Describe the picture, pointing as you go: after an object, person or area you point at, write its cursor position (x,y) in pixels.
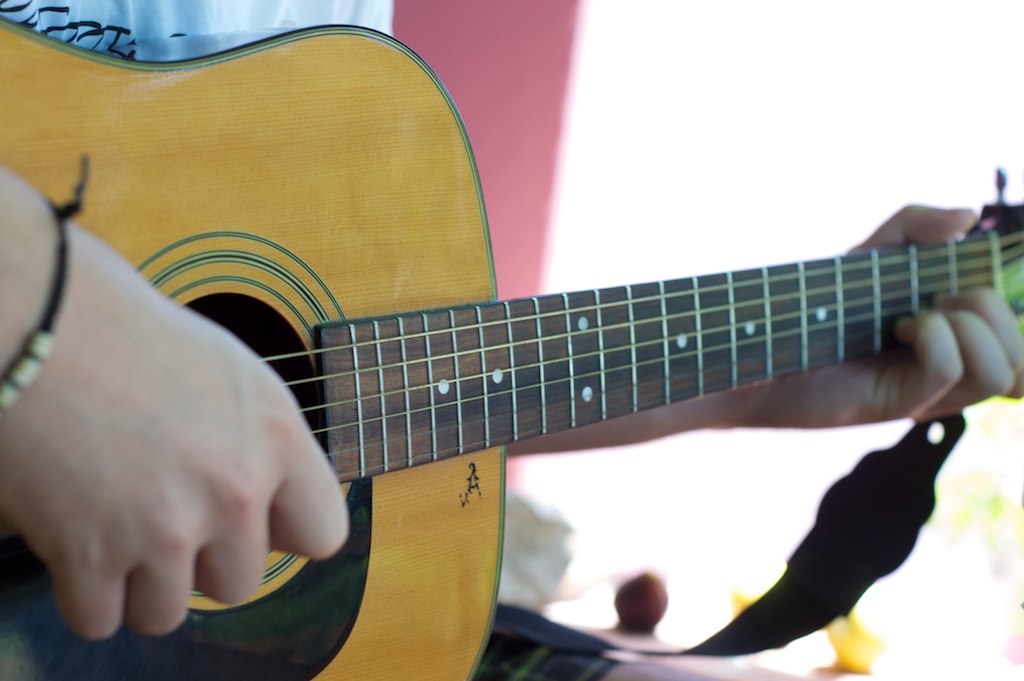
This picture is mainly highlighted by a human hand (148,392) playing guitar (358,500).
